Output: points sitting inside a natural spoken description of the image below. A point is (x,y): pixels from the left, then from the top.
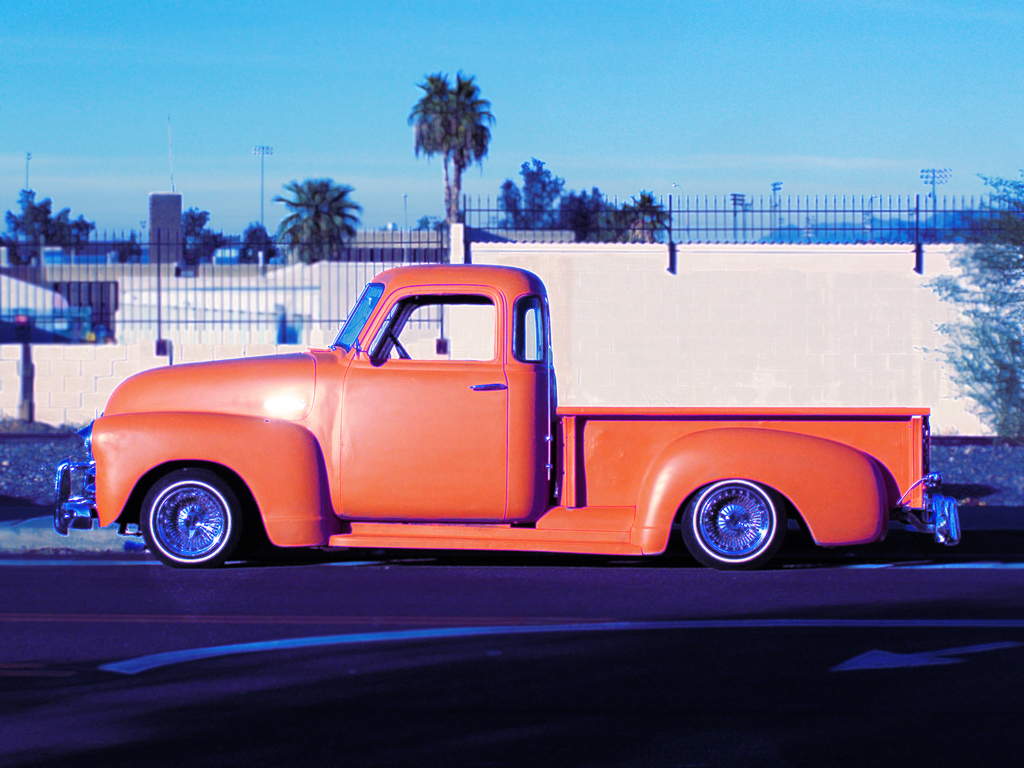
In the foreground (909,575) I can see a vehicle (433,528) on the road (457,615). In the background (1005,352) I can see a fence (157,289), trees (1021,355), light poles (403,221) and the sky (381,103). This image is taken may be on the road (514,613).
